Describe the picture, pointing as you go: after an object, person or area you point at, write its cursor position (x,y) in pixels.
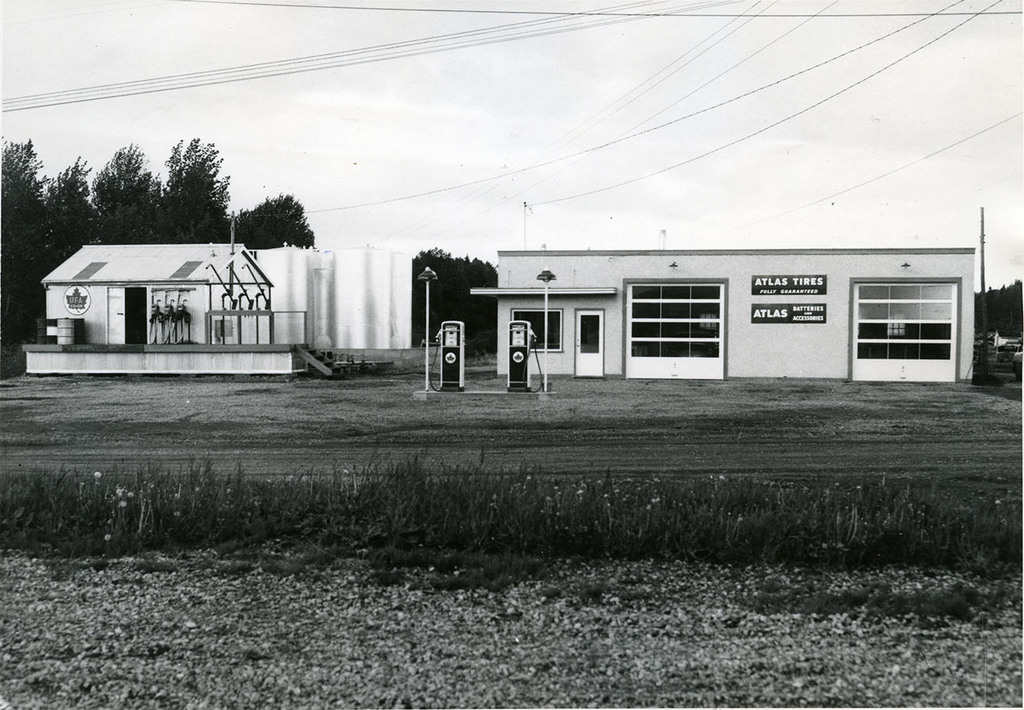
In the center of the image (499,371) there are buildings (845,296). At the bottom (405,507) there is grass (597,507). In the background (177,219) there are trees (32,198), wires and sky (412,144). We can see poles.
